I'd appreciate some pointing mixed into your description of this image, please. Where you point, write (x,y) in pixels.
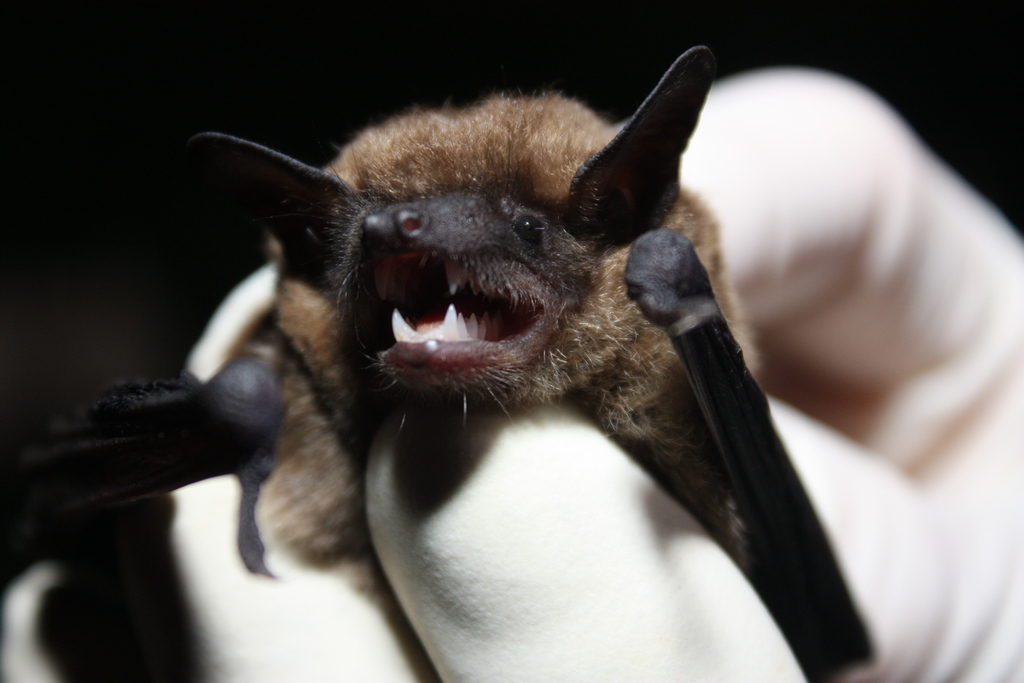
Here we can see a bat (466,375) in the hands (865,407) of a person (632,512). In the background (68,214) the image is dark.
